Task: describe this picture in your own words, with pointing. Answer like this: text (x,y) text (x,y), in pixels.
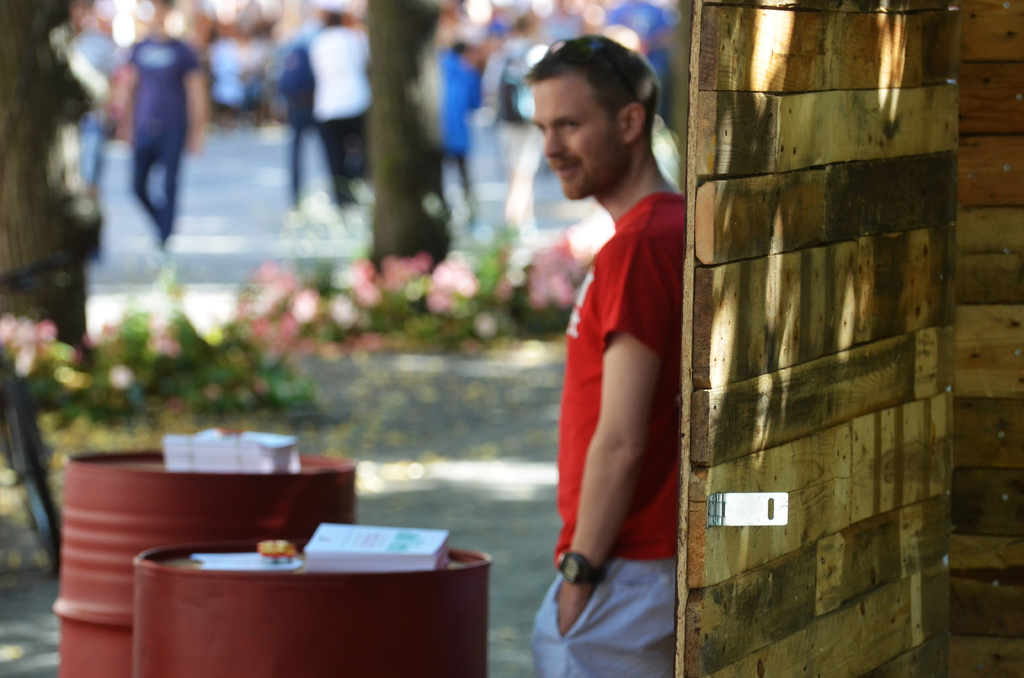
Here in this picture, in the front (761,98) we can see a wooden door (791,192) present and beside that we can see a person (605,307) standing on the ground (480,525) and in front of him we can see a couple of drums (195,493), on which we can see boxes (271,454) present and beside that we can see plants (70,410) and trees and other people (220,67) present on road (107,260) in blurry manner.
